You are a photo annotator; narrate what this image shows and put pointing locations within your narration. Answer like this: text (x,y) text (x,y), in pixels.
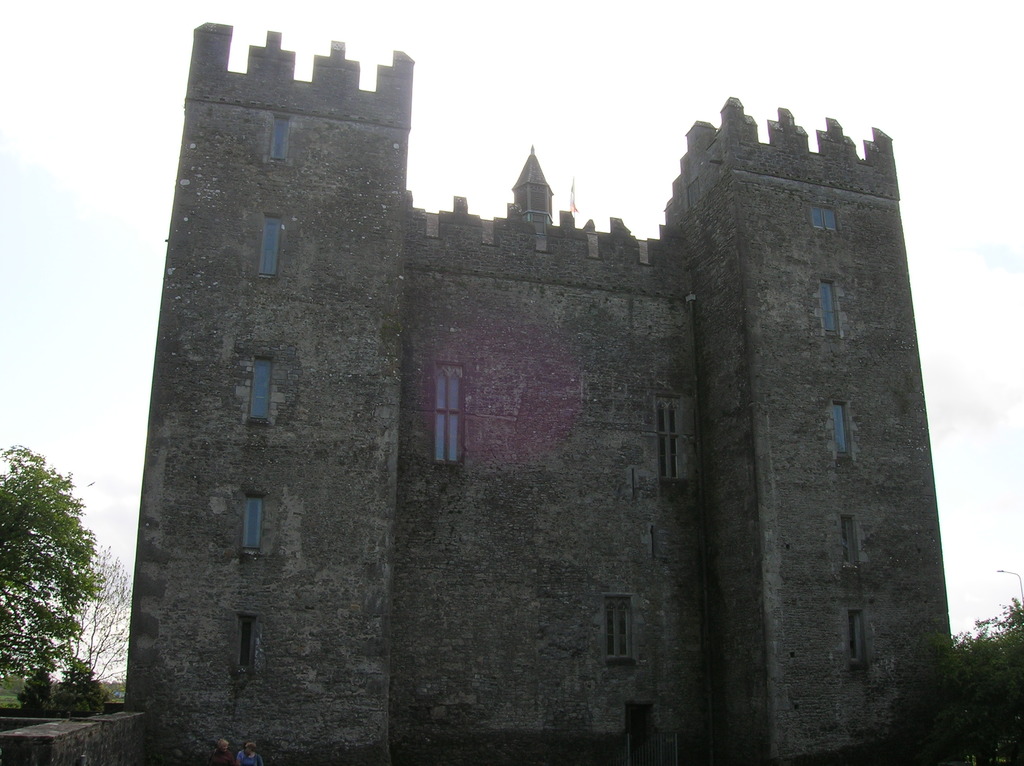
In the image there is a castle (549,389) with many windows (668,453) on the land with plants (964,729) on either side of it and above its sky (468,36).
